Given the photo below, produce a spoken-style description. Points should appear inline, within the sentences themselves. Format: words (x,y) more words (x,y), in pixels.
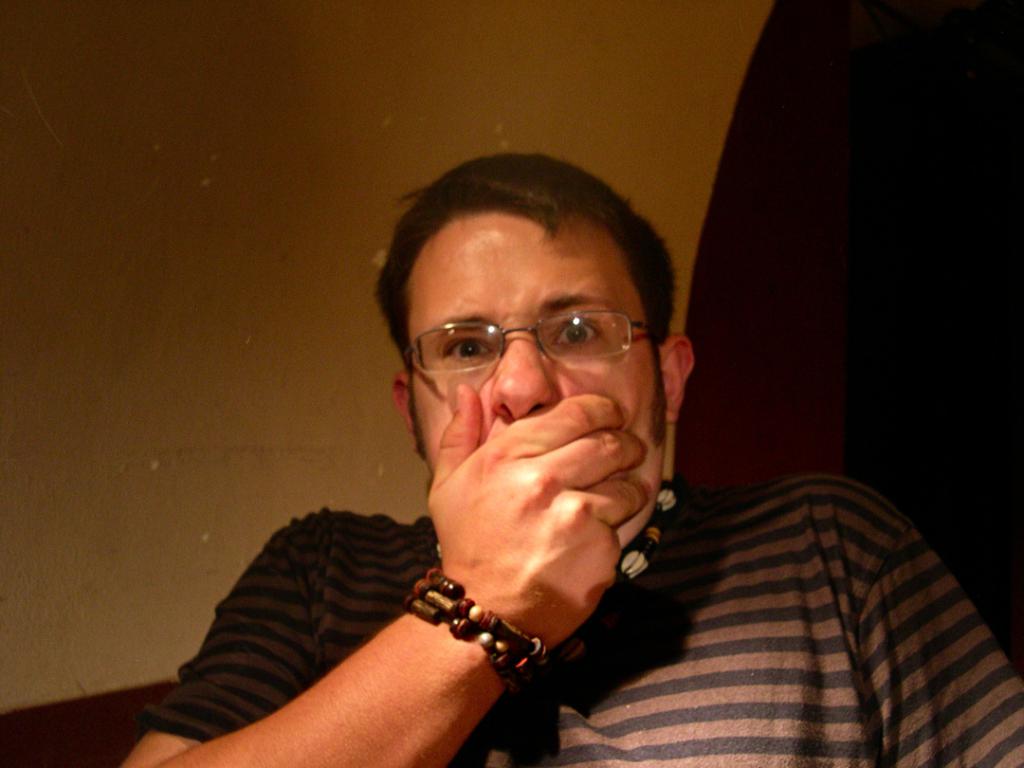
In this image in the front (474,547) there is a person (469,554). In the background (359,276) there is a wall (263,258).
